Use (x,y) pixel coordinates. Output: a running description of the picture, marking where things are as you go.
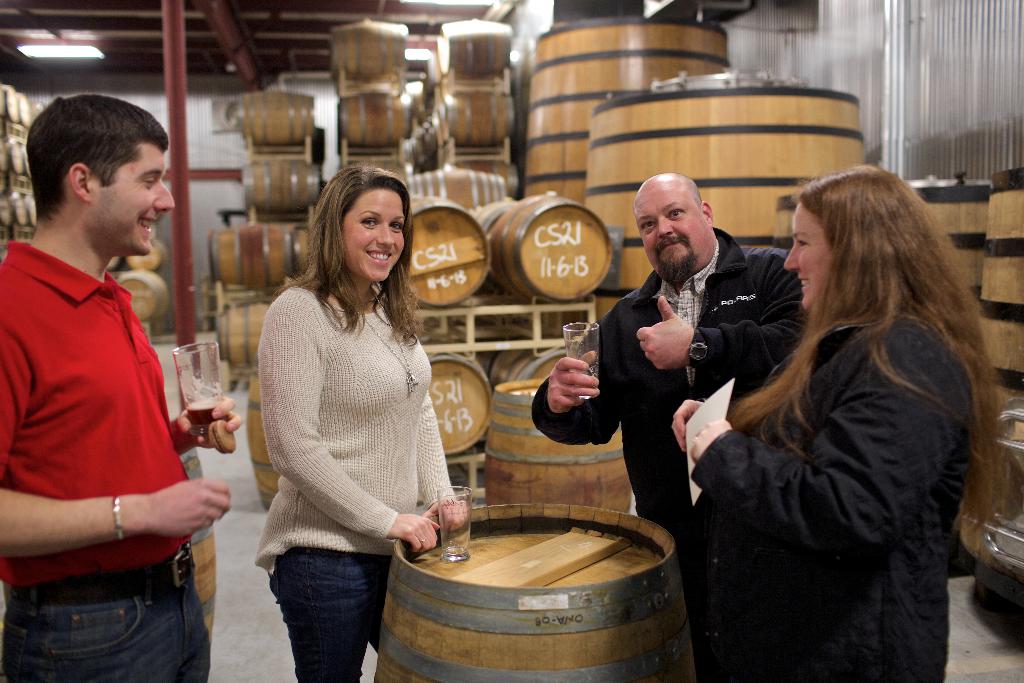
In this image I can see 4 people (317,272) standing. They are holding a glasses (193,430) and a person (768,508) on the right (781,471) is holding a paper (721,406). There are many barrels (443,180) and a pole (188,299) at the back (188,299). There is a light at the top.
